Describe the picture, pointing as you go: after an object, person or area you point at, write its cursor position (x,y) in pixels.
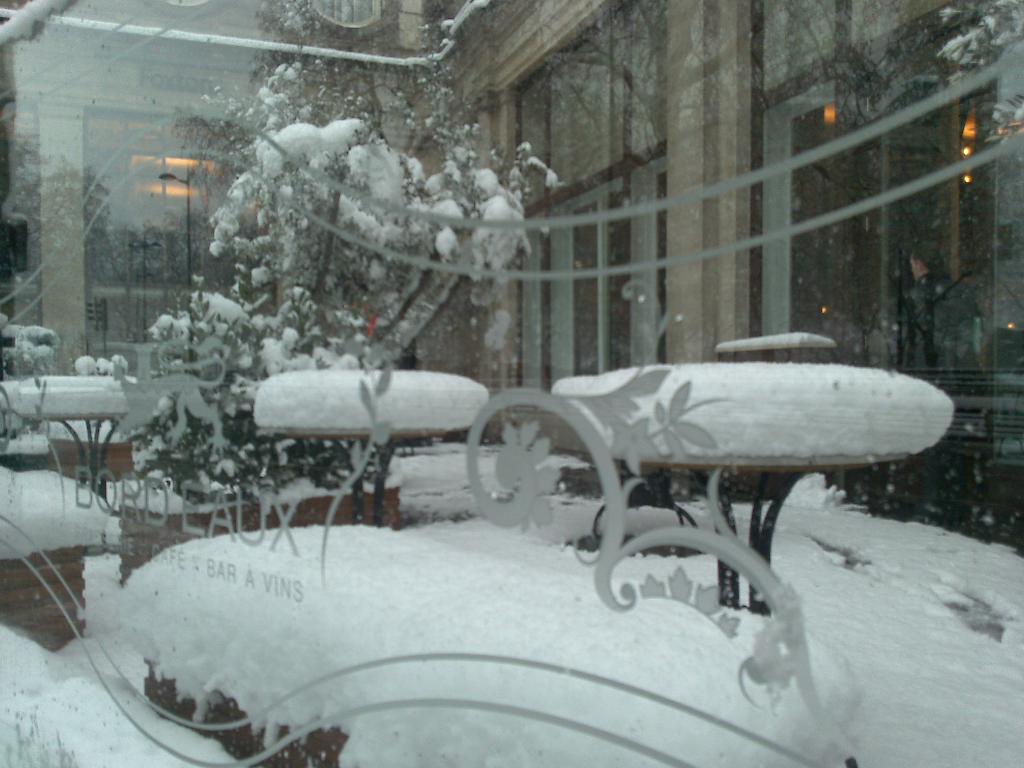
In the foreground of the picture (94,111) we can see a glass (417,660), on the glass (184,412) there are some designs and text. In the middle of the picture (367,289) we can see tables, benches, plant (275,246) and snow (143,604). In the background (151,63) it is looking like a building (57,115).
